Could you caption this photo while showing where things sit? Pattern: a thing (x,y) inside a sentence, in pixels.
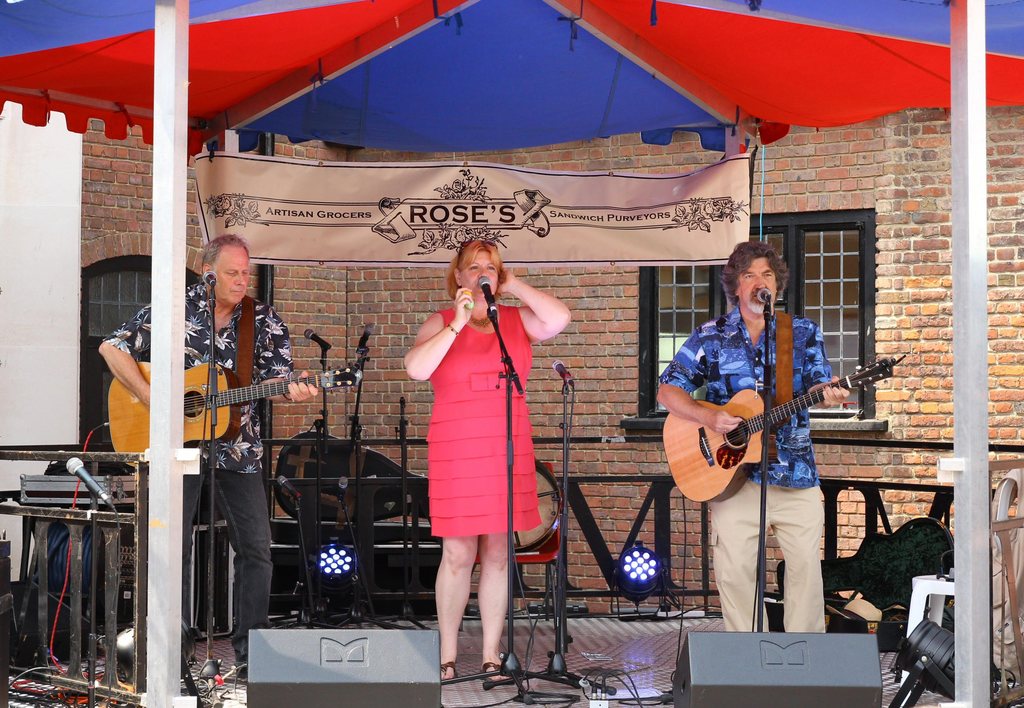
There are 3 people (732,316) standing in a stage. In the center of girl (443,344) is singing a song. On the right side (695,355) we have a blue shirt person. He is holding a guitar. His playing guitar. On the left side (267,332) we have a black shirt person (192,322). His also holding a guitar (202,379). His also playing a guitar (192,390). We can see in the background (471,223) there is a tent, poster (541,240) and some wall bricks (425,399).
